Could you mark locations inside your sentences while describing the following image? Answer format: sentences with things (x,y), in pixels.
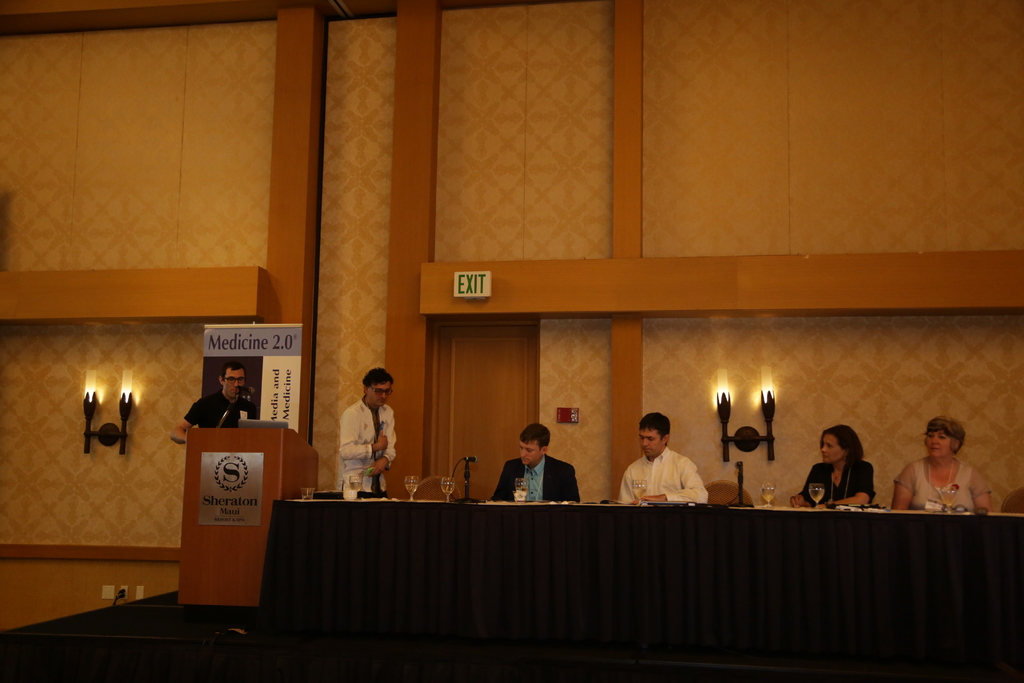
In this image, we can see a table (598,539), there are some glasses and microphones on the table (993,526), we can see some people (958,491) sitting on the chairs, there are two people (238,414) standing, we can see a podium (231,507), in the background (752,289) we can see a wall (470,313) and there is a door (471,415), we can see lamps (718,403) on the wall (36,379).
